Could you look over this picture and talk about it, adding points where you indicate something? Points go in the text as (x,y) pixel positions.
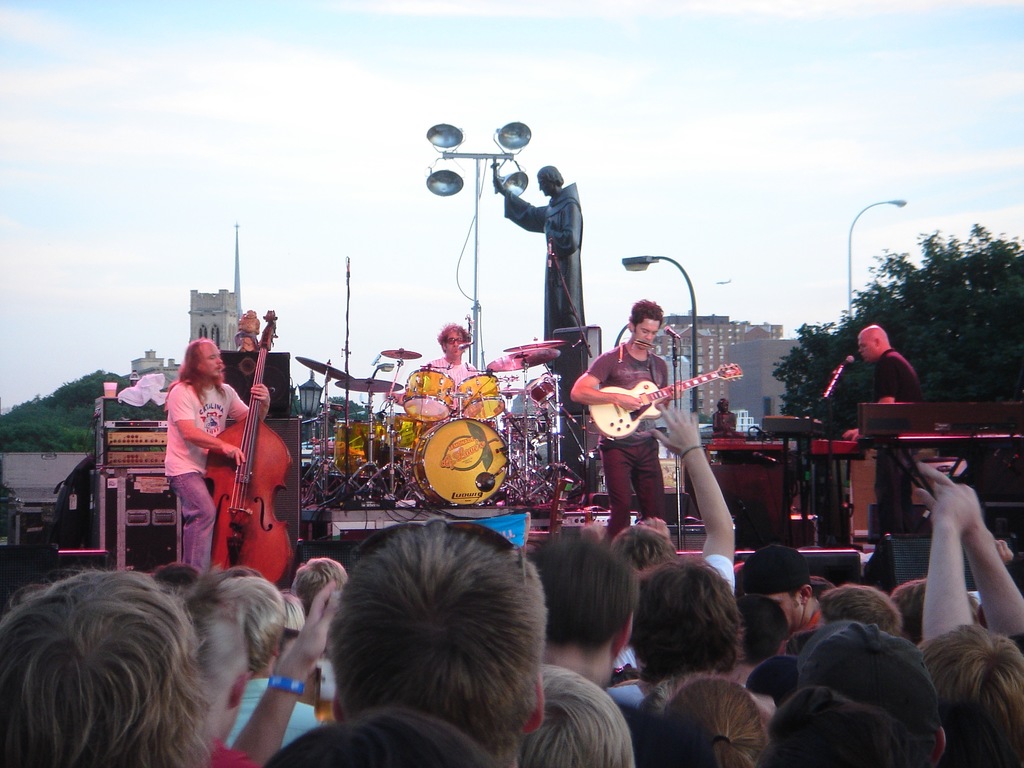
In this image I can see number of people (128,723) where few of them are holding musical instruments (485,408). In the background (462,375) I can see a man (463,357) is sitting next to a drum set (442,437). I can also see few trees (972,269) and few buildings (725,350).
